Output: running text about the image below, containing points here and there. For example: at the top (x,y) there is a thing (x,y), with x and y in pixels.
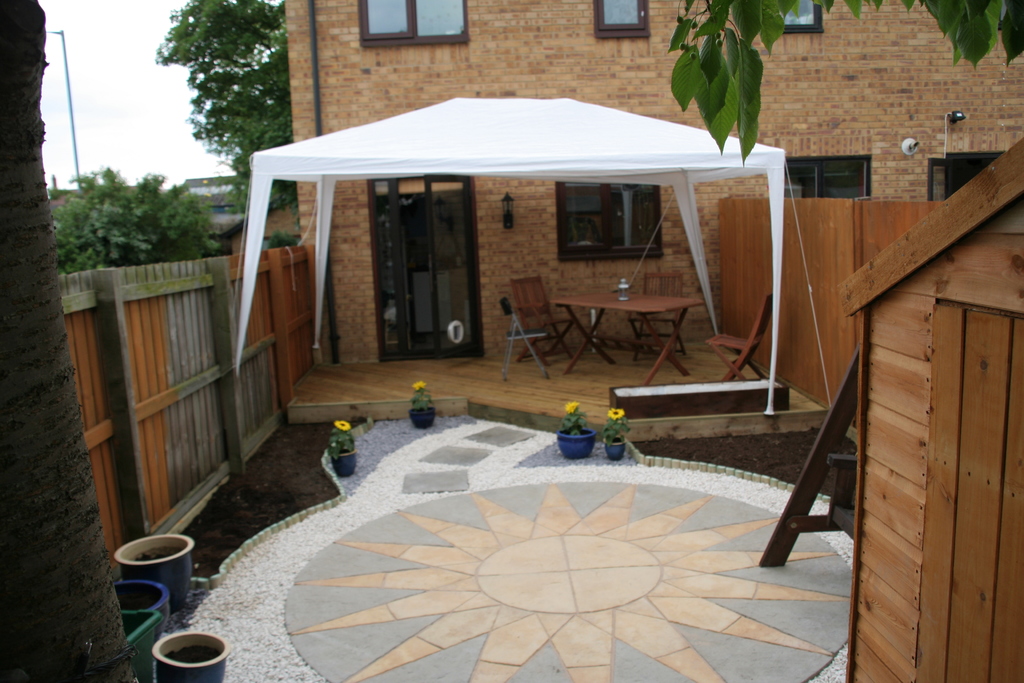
In this image, we can see flower pots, chairs (565,340), a table (590,328), a tent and in the background (551,73), there are trees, a pole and we can see a building (581,41) and a wooden fence (212,334). At the bottom (462,529), there is a floor (423,534).
